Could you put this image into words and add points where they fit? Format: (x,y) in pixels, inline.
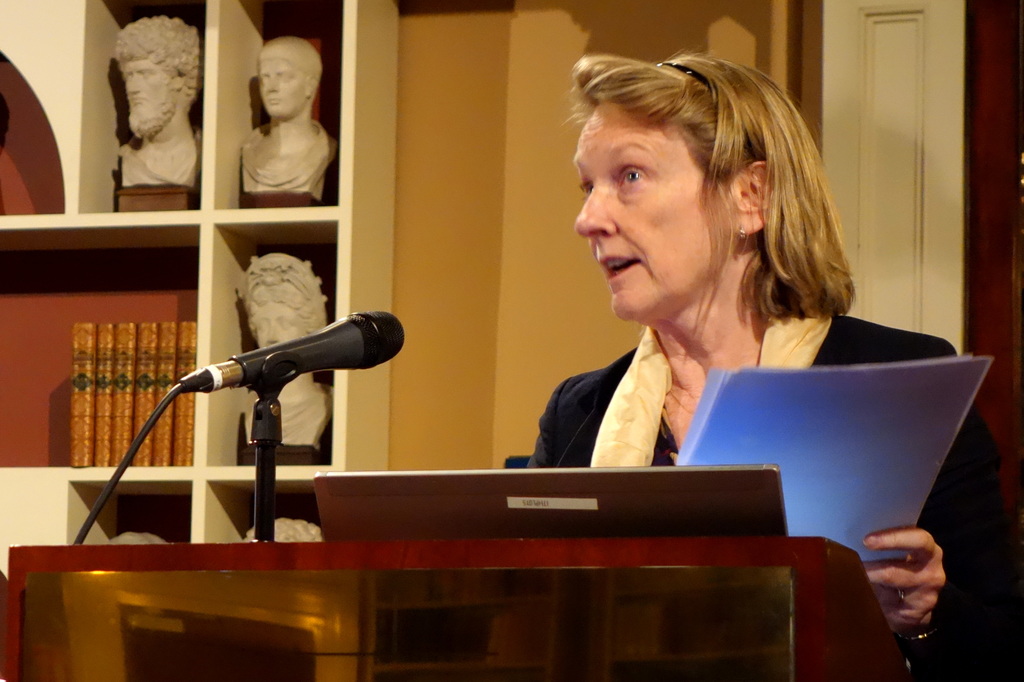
In this image there is a lady (962,478) speaking in microphone (331,366) holding file (888,512) in front of a table (338,661) where we can see laptop (411,537), also there is a shelf (319,374) behind her in which there are some sculptures (297,382) and books (101,387).
